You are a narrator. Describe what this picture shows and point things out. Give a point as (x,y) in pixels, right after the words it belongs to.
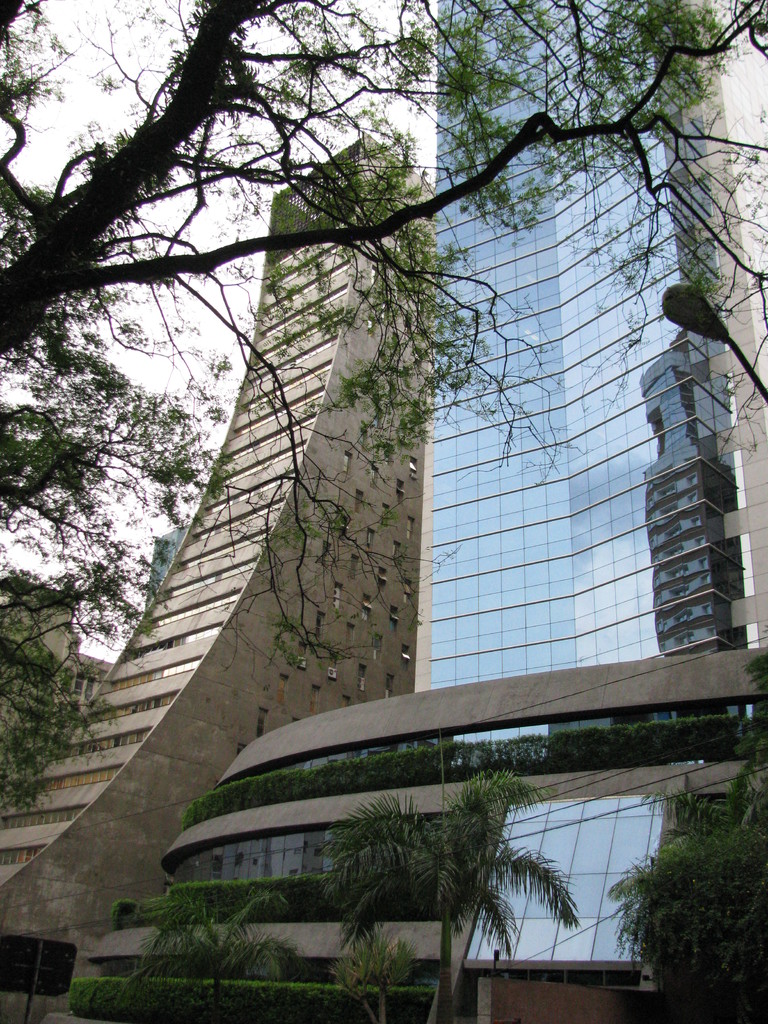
In this picture I can see buildings (512,326), there are trees (105,171), and in the background (195,306) there is the sky (155,304).
